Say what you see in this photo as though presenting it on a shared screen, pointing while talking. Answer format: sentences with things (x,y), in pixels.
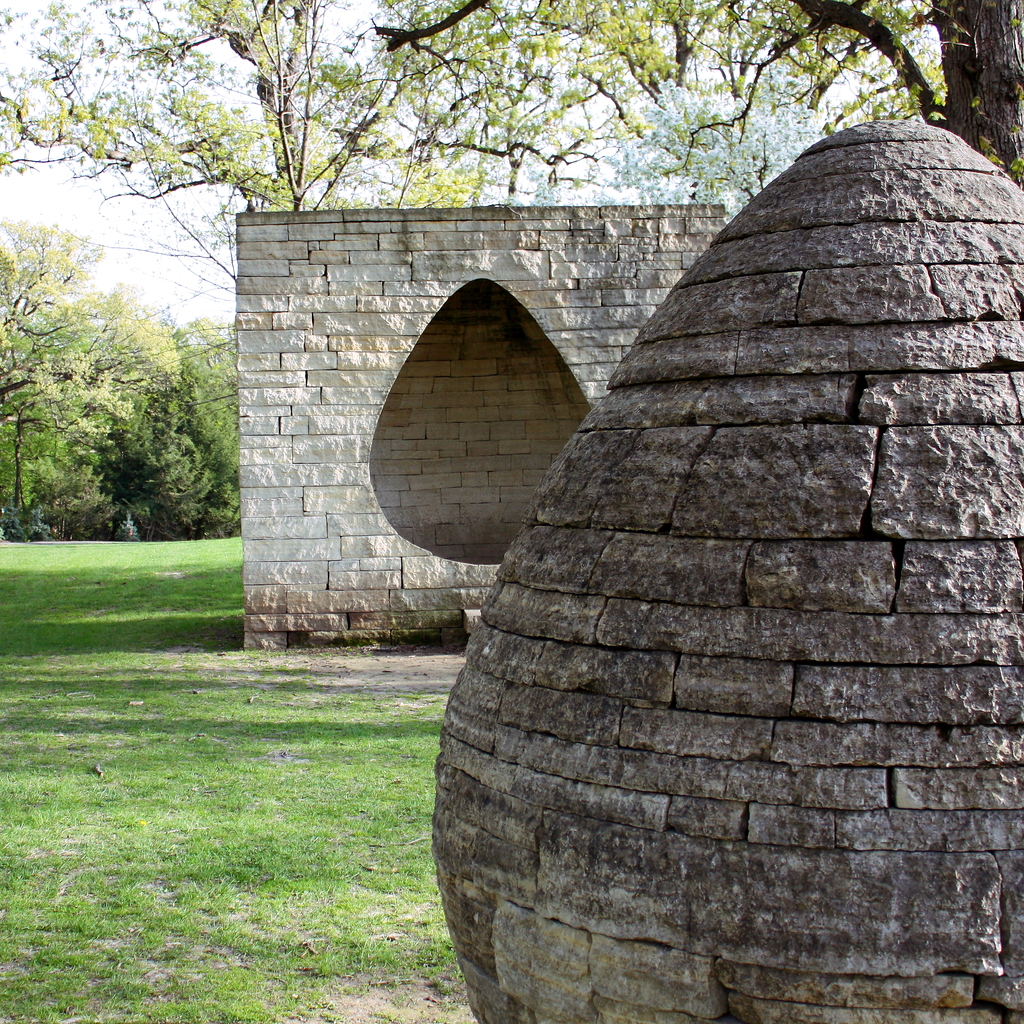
In this image there is a rock (803,423) which is in oval shape. Behind there is wall (515,215). Background (13,155) there are few trees (772,20). Left side (169,629) there is grassland (169,816).
